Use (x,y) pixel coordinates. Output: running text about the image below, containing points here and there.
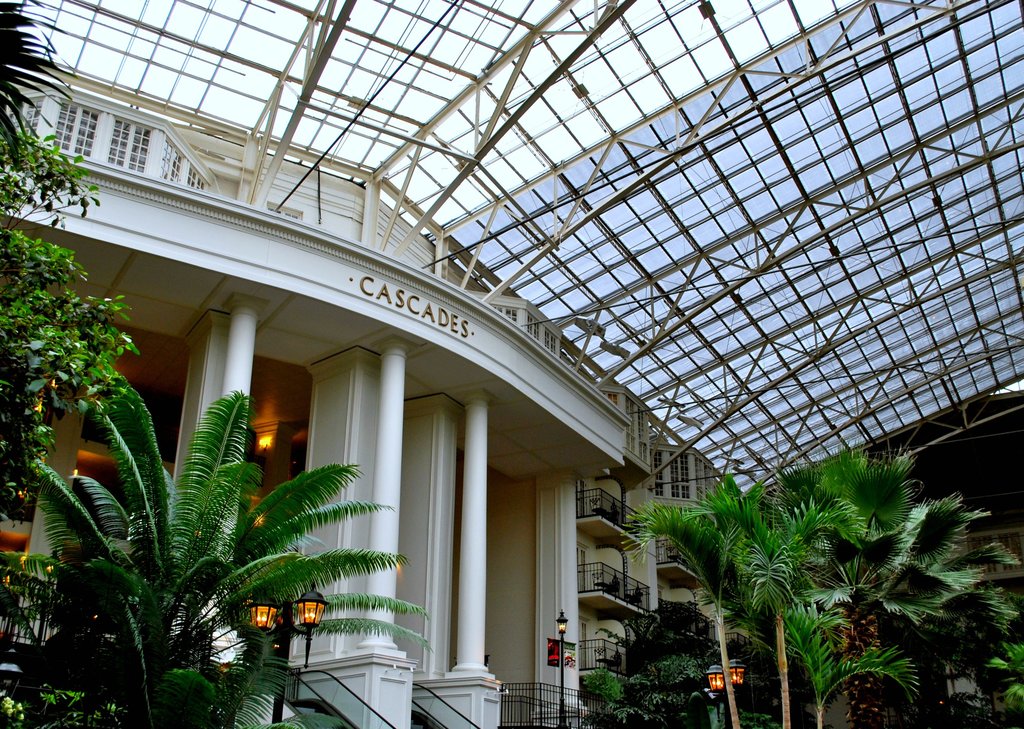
In this image we can see buildings (340,309), there is a balcony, there are pillars (481,592), in front (49,299) there are trees (24,363), there are lamps (562,627), at the top (629,216) there is a roof (786,361).
